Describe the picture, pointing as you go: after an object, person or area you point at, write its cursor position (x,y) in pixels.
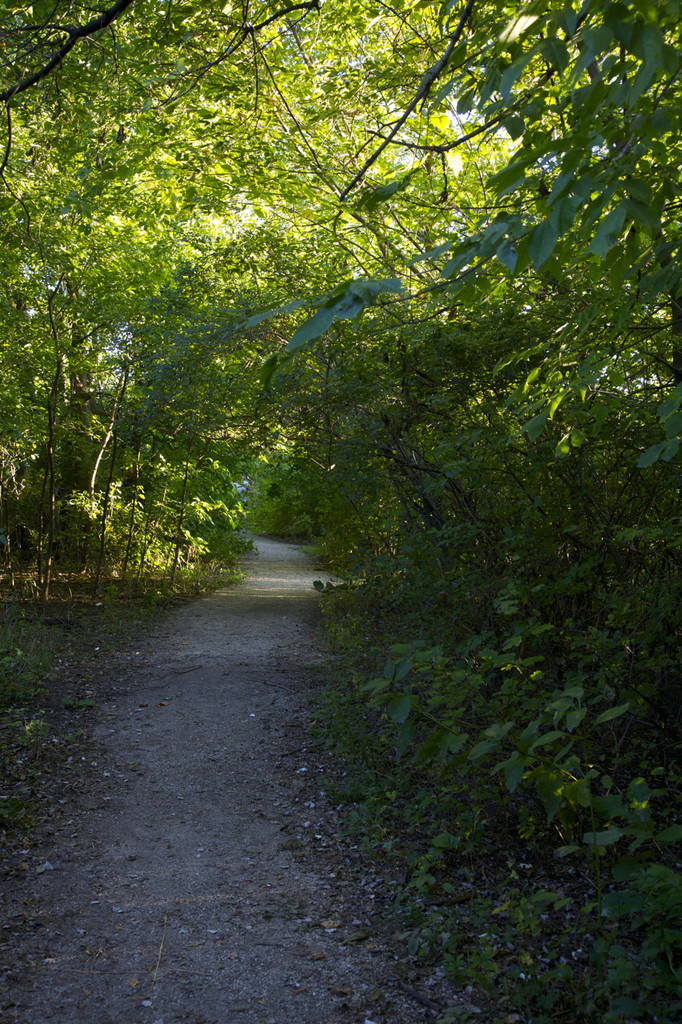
There is a way (254,688) and there are few plants (90,515) and trees (546,482) on either sides of it.
